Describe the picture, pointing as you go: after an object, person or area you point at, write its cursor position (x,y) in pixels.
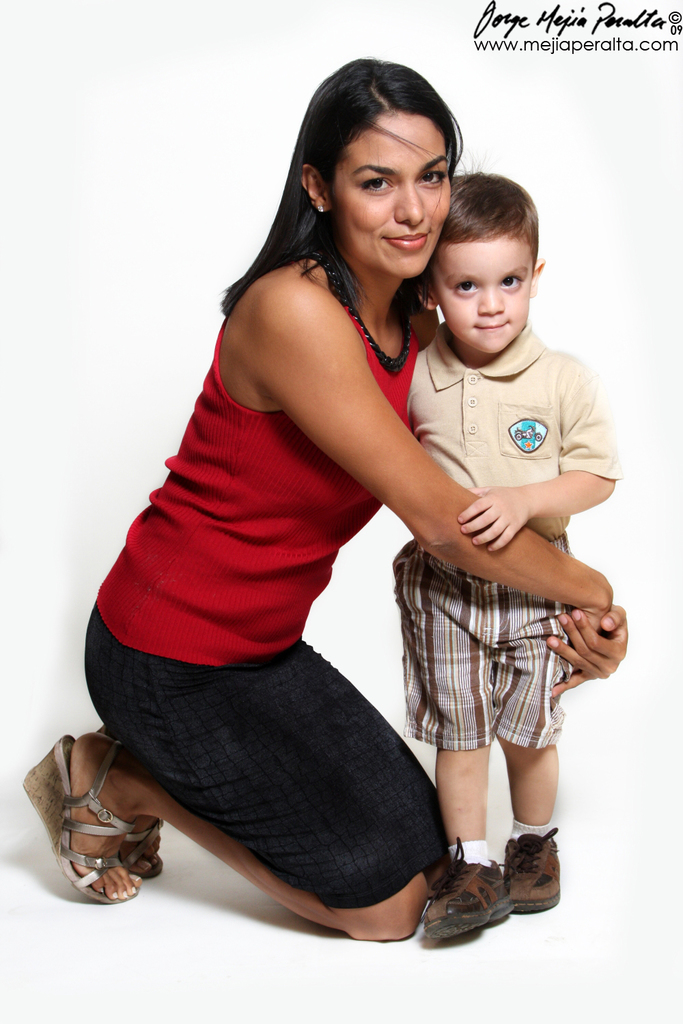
In this image we can see a woman (386,244) and a child (535,521) on the surface (631,891). In that we can see the woman (310,722) sitting on her knees (426,895) holding a child (436,889).
